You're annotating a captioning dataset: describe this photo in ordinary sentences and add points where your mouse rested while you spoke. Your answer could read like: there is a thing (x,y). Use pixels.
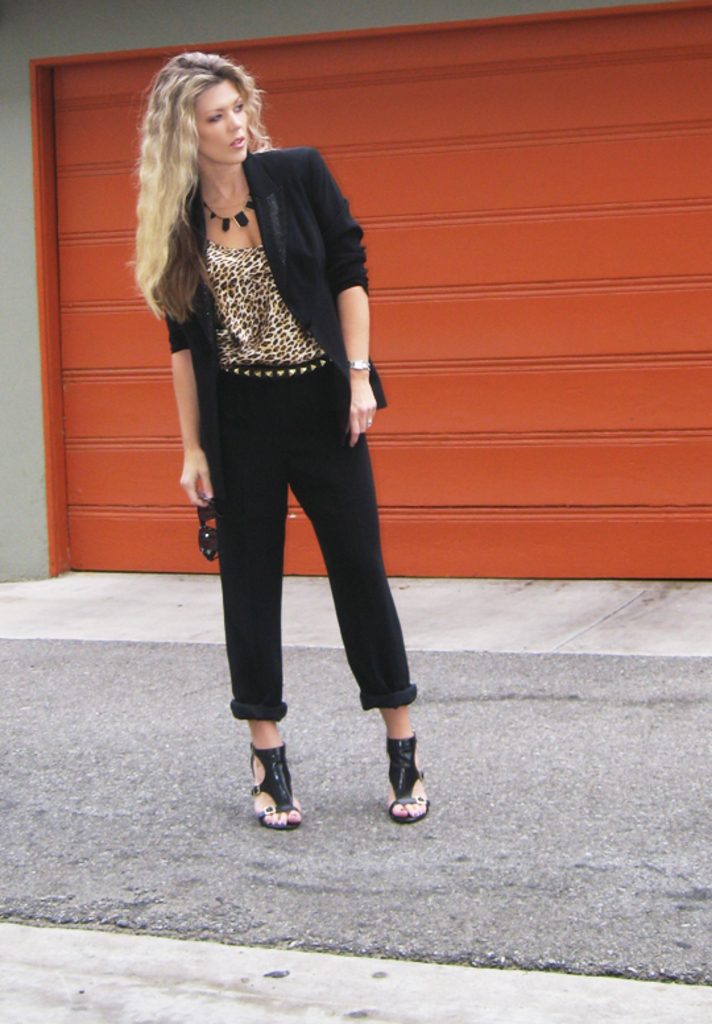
In this image I can see a road (309,776) in the front (315,900) and on it I can see a woman (259,507) is standing. I can see she is wearing black blazer (267,195), black pant (294,466), black heels (271,773), black necklace (246,218) and I can also see she is holding black shades (203,510). In the background (518,525) I can see an orange colour wall (470,566).
